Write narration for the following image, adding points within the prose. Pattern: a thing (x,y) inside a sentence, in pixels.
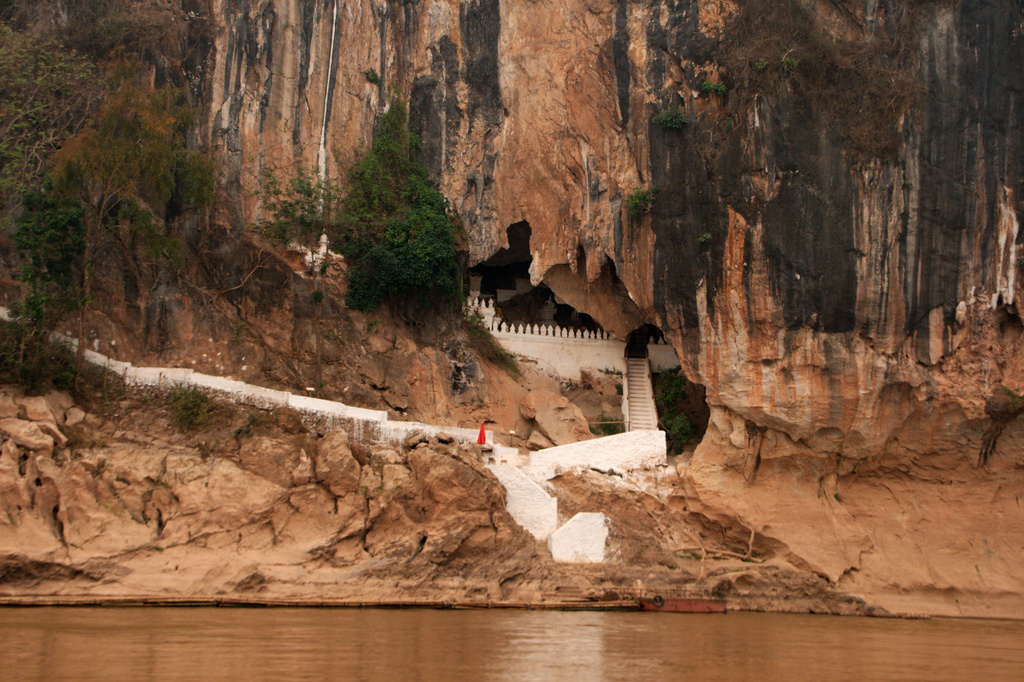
In the image there is a lake (636,631) in the front (636,631) and behind there is a mountain (527,101) with steps (638,382) in the middle (642,420) and trees (430,280) on the left side of it.
